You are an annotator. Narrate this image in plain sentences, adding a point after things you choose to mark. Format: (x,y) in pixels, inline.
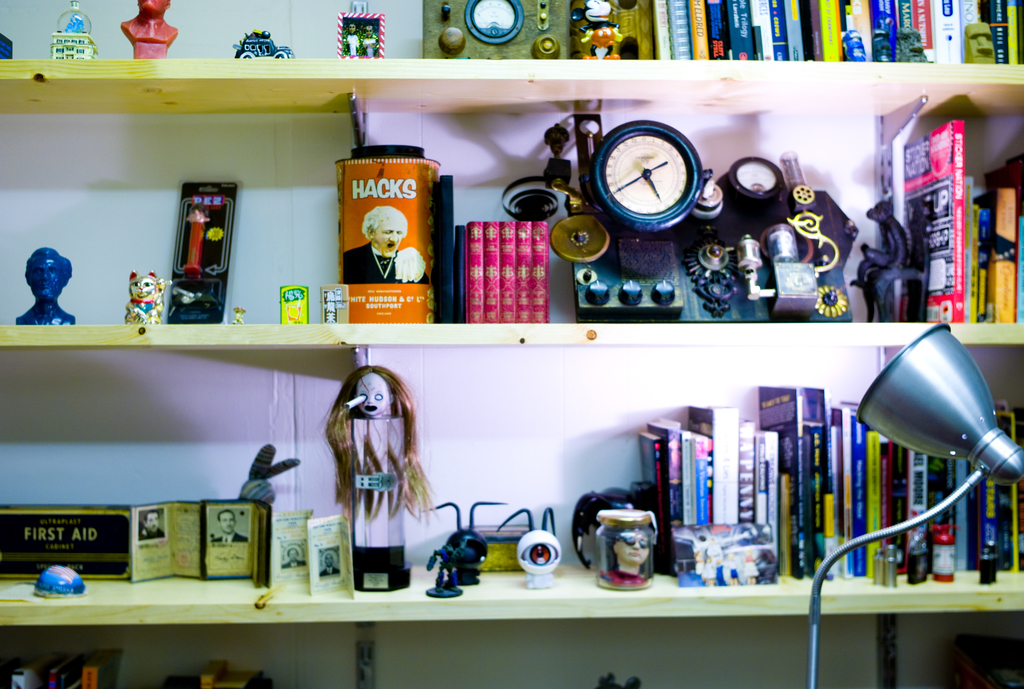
In this image in the front (886,533) there is a light lamp (983,447) on the right side (911,517). In the background (358,425) there is a shelf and in the shelf (356,374) there are objects (395,473) like dolls (407,458), books (827,448), blocks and toys (198,264).
